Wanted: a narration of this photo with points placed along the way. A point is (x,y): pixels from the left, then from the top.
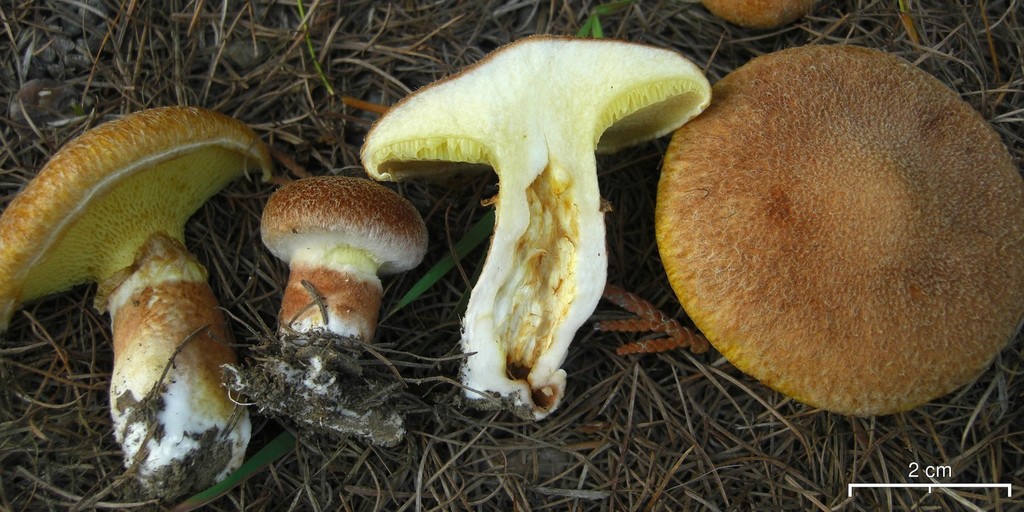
These are the mushrooms (402,157) in white and brown color on the grass (652,323).
